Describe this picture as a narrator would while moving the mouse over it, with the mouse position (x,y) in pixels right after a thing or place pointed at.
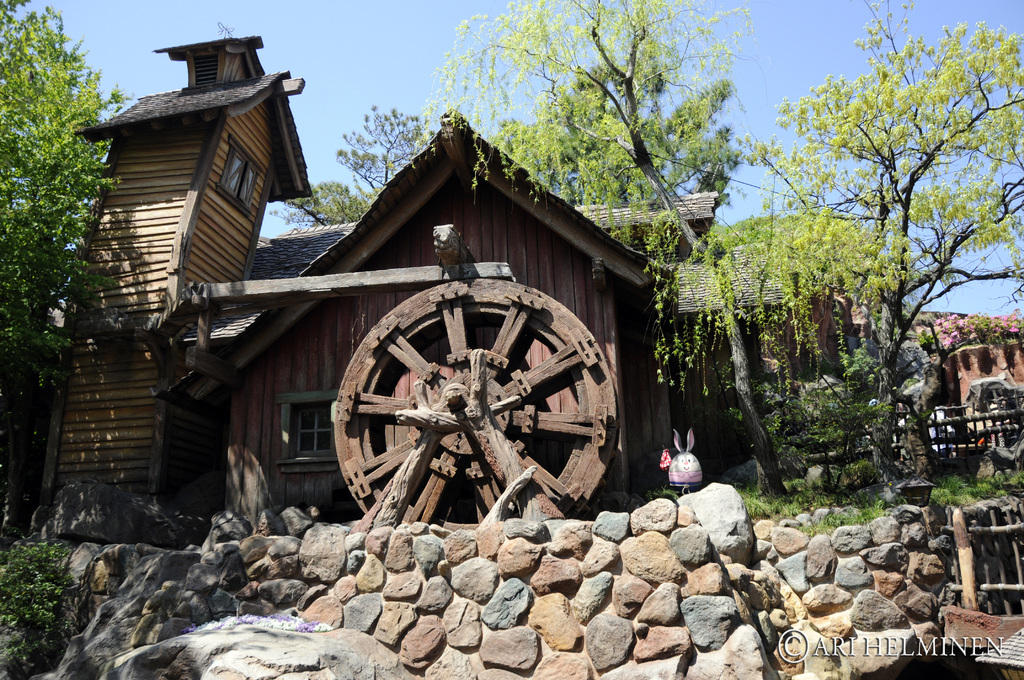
In this image we can see the house (627,328). A wooden object (448,340) looks like a wheel (466,314) and we can also see stone wall (512,537), trees (786,202), fence (1014,425) and in the background (404,27) we can see the sky (406,66).
